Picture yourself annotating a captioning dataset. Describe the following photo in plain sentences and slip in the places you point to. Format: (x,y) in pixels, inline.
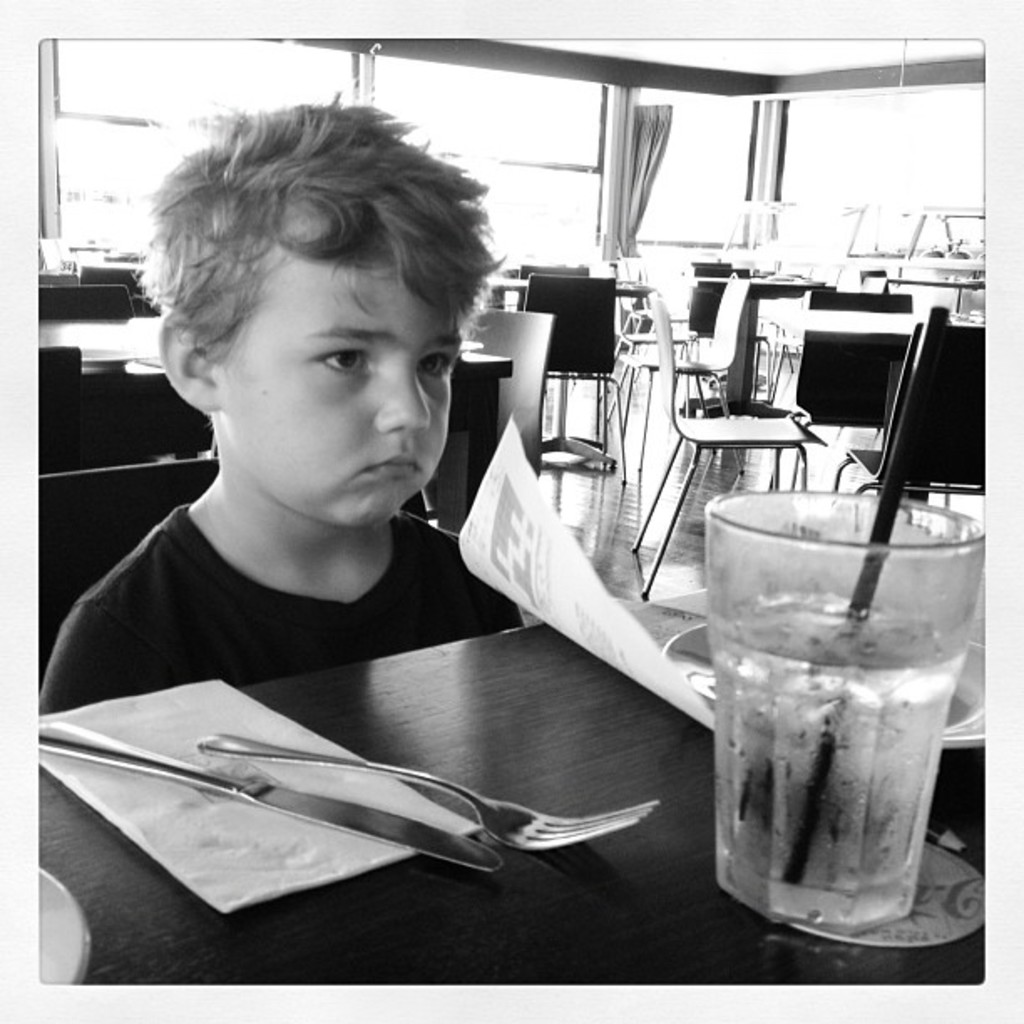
This is a black and white image. Here is a boy (298,570) sitting on the chair (120,535). This is a table (446,902) with a knife (383,839), paper (592,621), fork (501,818), glass (731,577) and tissue paper (273,867) on the table (693,923). I can see few empty chairs (529,336) and tables (793,288). I think these are the windows (488,108).
